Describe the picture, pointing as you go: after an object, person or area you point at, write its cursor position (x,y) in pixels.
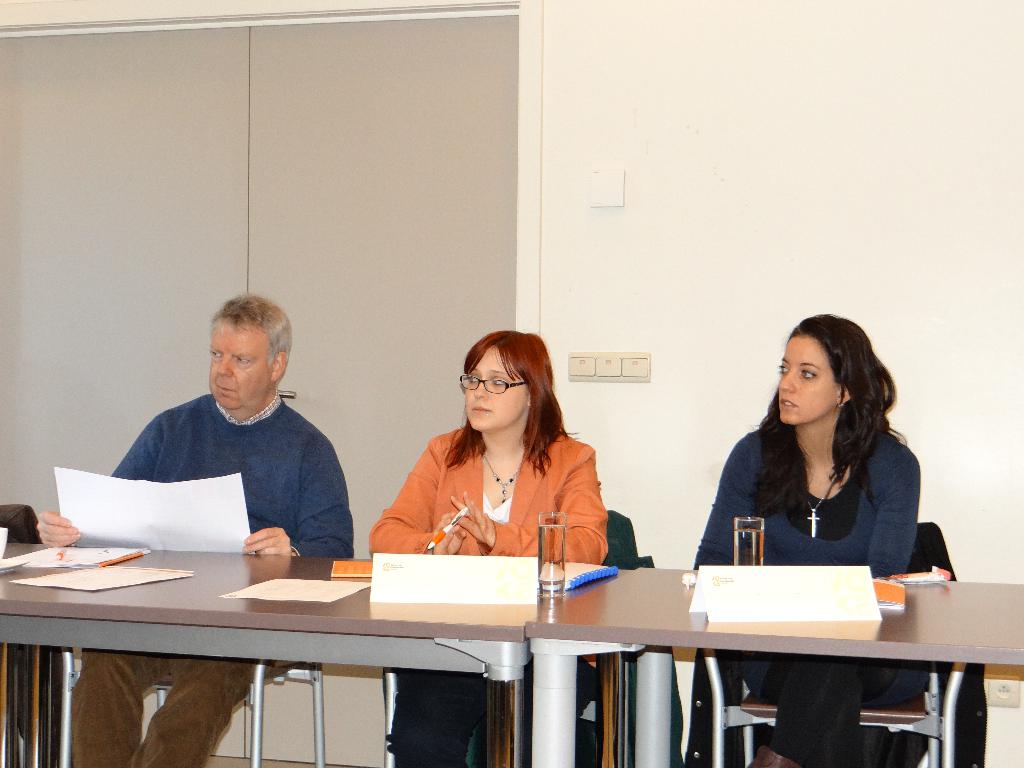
These persons (532,494) are sitting on the chairs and this person (303,541) holding paper (181,519), this person (477,478) holding pen (441,541). On the background (697,27) we can see wall (887,91), door (176,198), switch board (595,366).
